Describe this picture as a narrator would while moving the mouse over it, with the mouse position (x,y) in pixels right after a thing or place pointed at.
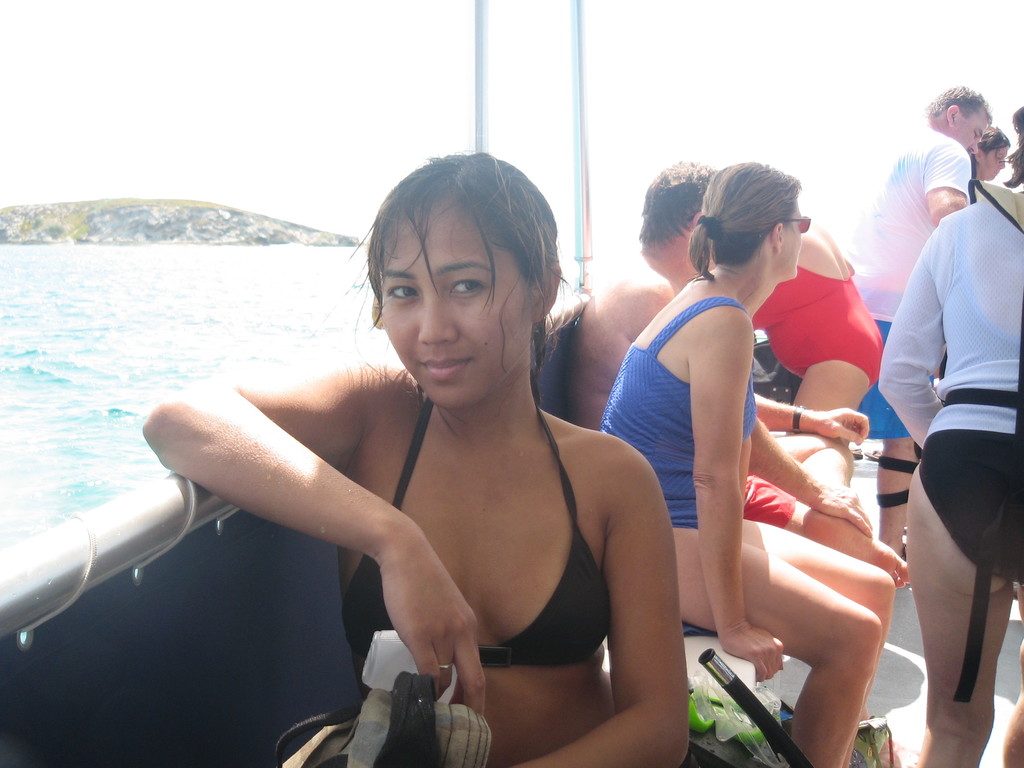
In the picture there is a ship (225,683) and there are a group of people (484,393) in that ship (281,587), it is floating on the water surface (178,355) and in the background (15,218) there is a small rock surface (247,233).
